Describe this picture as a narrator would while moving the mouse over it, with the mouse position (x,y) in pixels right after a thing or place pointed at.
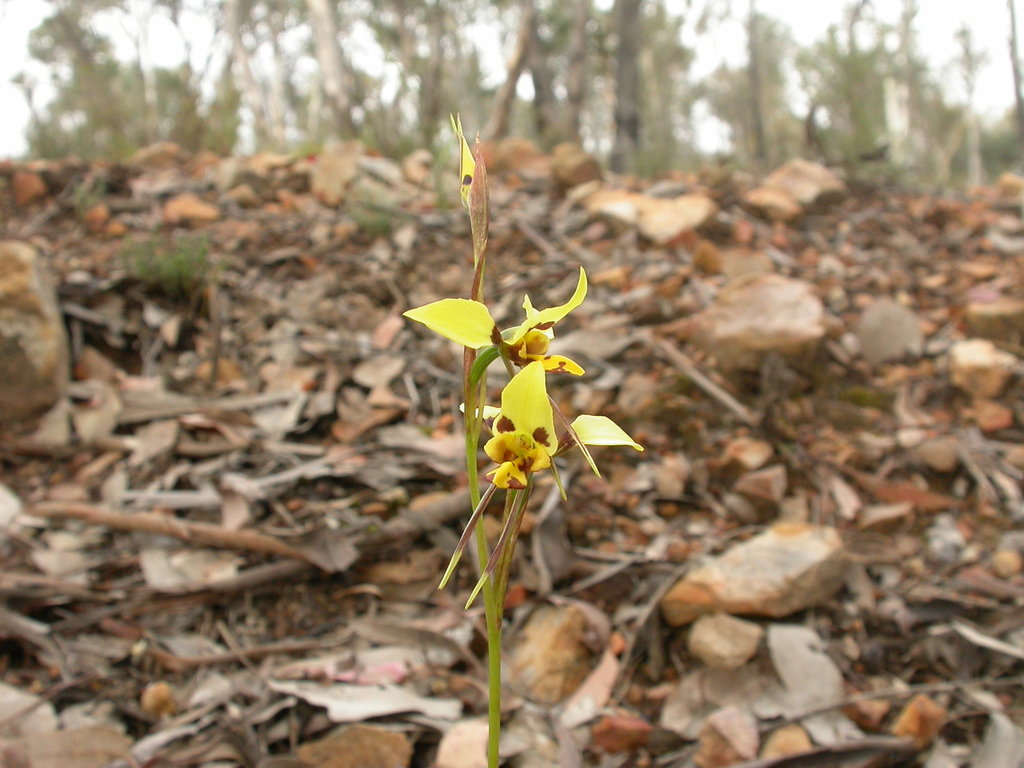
In the foreground of the picture (472,423) there is a plant (500,638). In this picture there are dry leaves (362,458), twigs (318,475), soil (278,233) and a rock (20,295). In the background (338,68) there are trees (389,109). In the foreground (542,435) we can see a flower (514,452) also.
